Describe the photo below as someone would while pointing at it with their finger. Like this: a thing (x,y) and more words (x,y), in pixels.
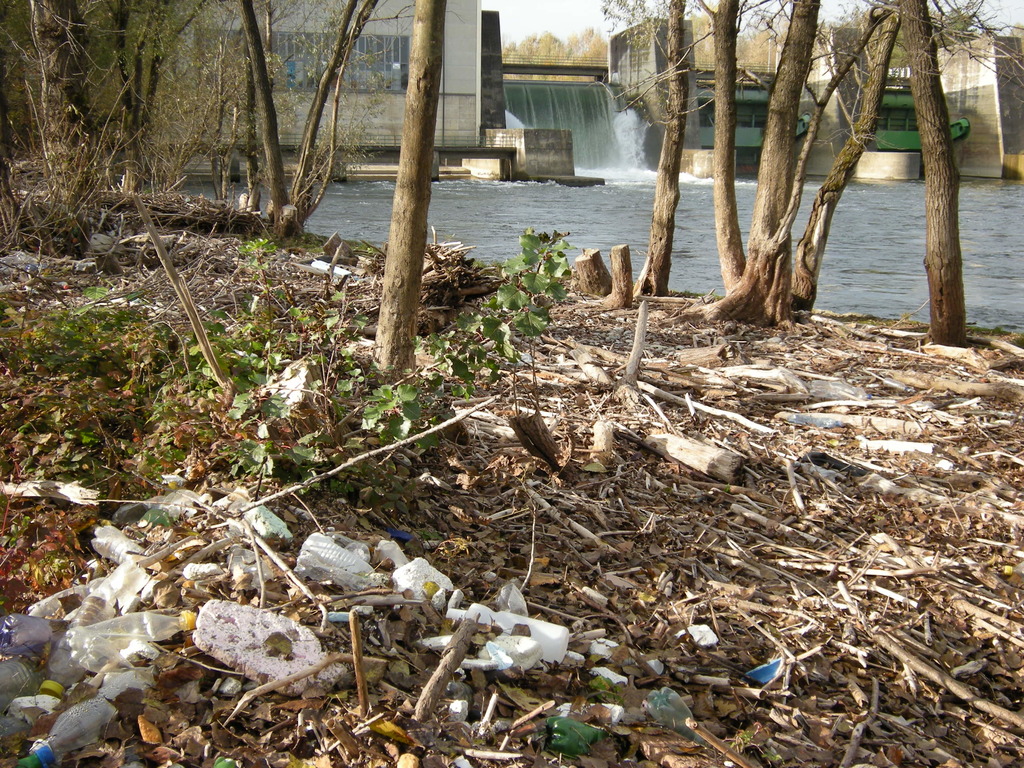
At the bottom of the picture (684,582), we see the garbage (446,583), trees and twigs (310,307). In the middle of the picture (607,267), we see the water (583,125) is flowing. In the background (446,62), we see the wall (458,84). There are trees (331,70) in the background (768,26).
